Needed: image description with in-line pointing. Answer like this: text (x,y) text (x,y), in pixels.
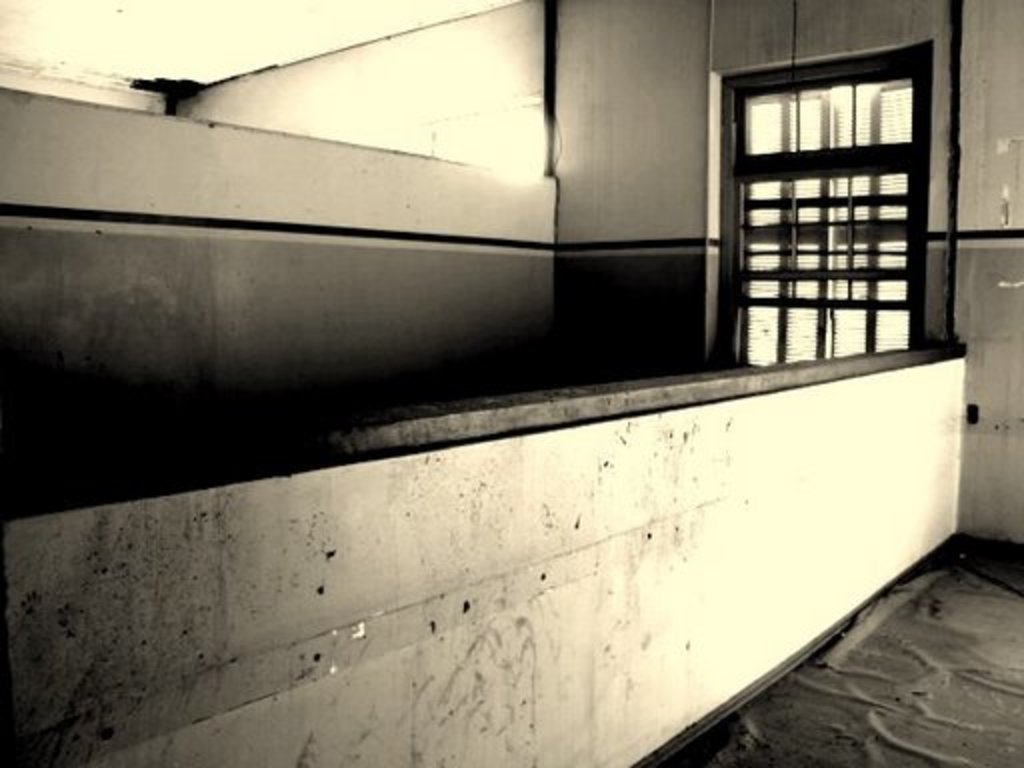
In this picture we can see wall (609,420), on the right side of the image (776,221) we can see a window (792,283).
